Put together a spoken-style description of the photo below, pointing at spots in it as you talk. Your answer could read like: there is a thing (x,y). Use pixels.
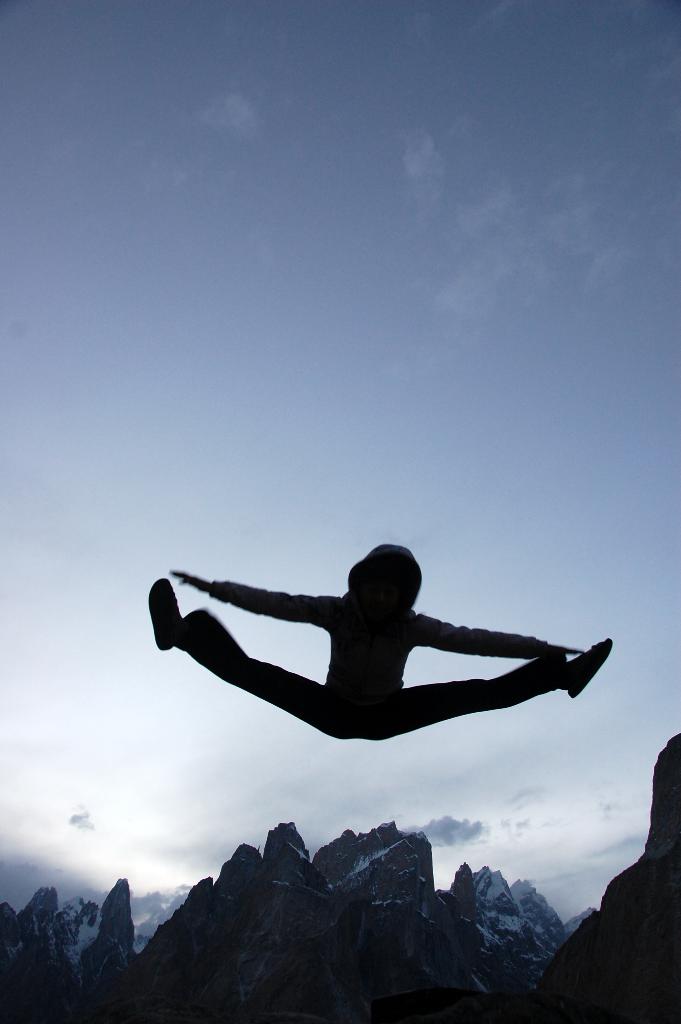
In this image I can see the person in air, background (348,875) I can see mountains (328,877) and sky (146,611) in blue and white color.
